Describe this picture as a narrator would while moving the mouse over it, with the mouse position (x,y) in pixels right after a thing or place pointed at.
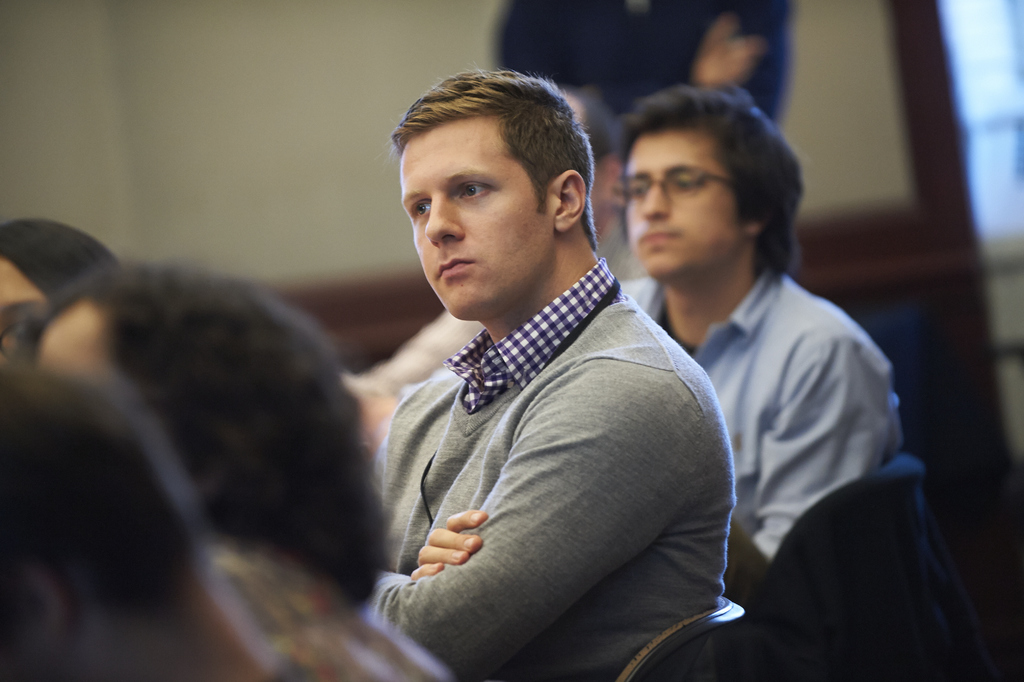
On the left (119,468) we can see three persons heads (39,618). In the middle (571,365) there is a man (529,477) sitting on the chair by folding his hands (436,563). In the background (659,265) there are two persons (648,259) sitting on the chair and a person (625,56) is standing and we can see a wall (850,63) and some other objects (1012,183).
